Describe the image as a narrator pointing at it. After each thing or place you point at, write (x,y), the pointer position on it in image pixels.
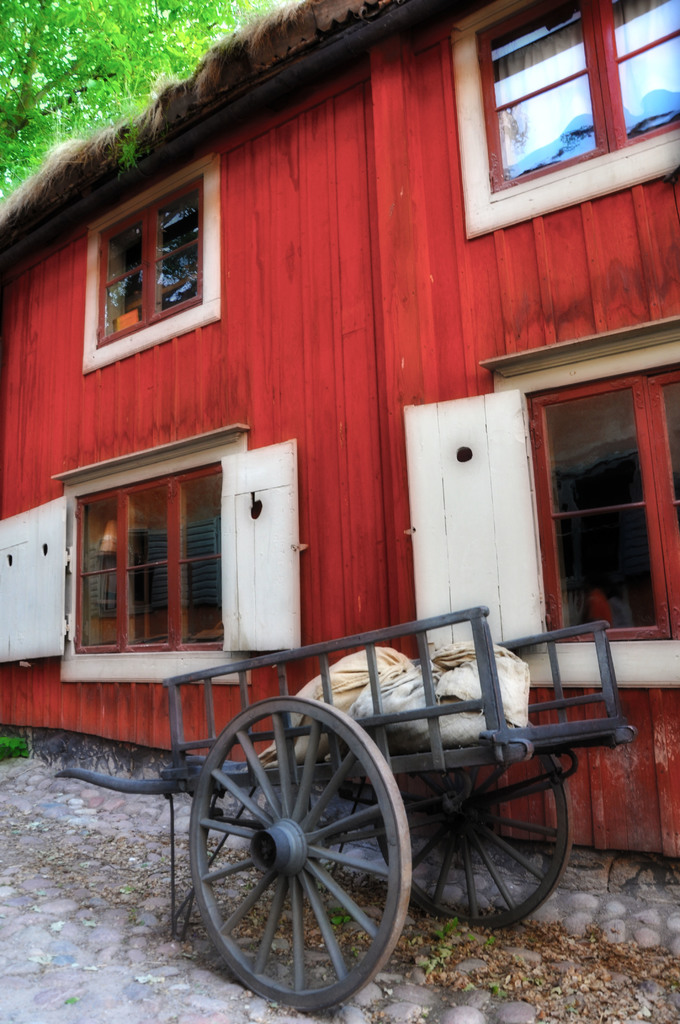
In this picture there are bags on the cart (481,804). At the back (502,382) there is a building (216,382) and there is a tree (74,37) and there is a reflection (121,285) of tree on the window (111,300) and there are curtains (568,113) behind the window (533,79). At the bottom (200,959) there are stones (412,1006) and there are dried leaves (566,955).
